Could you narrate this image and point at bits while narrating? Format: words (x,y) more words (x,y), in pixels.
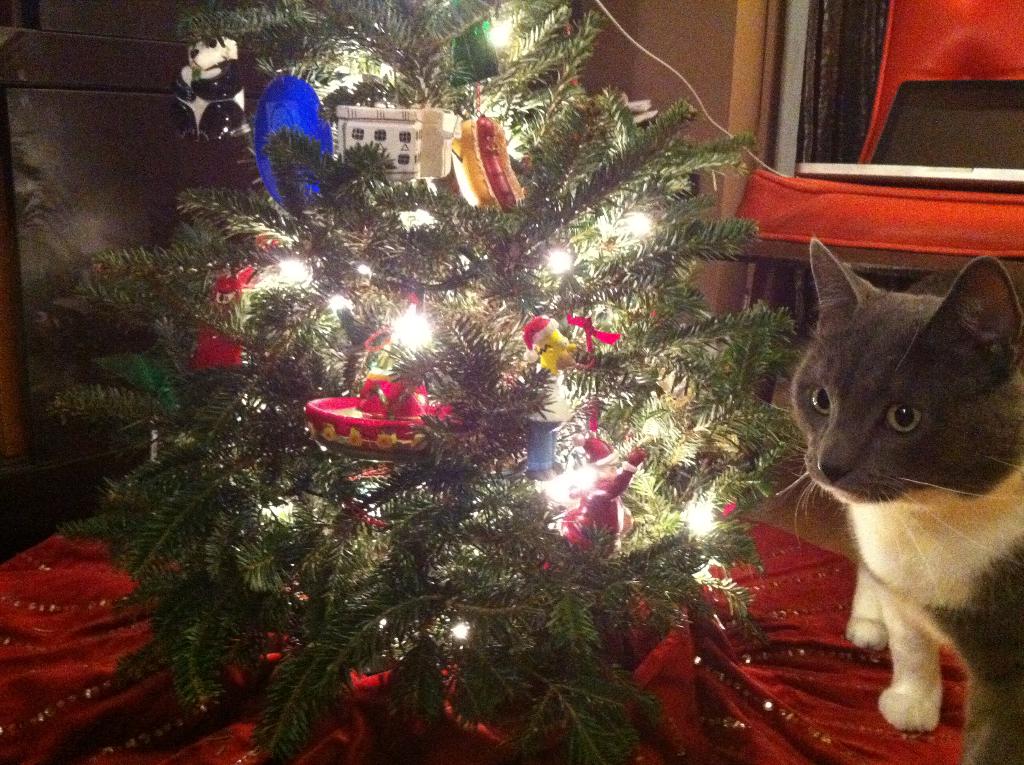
In the middle (388,258) it is a Christmas tree (497,325) decorated with the lights (408,346) and dolls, on the right side (854,340) there is a cat (907,477) in gray and white color.
